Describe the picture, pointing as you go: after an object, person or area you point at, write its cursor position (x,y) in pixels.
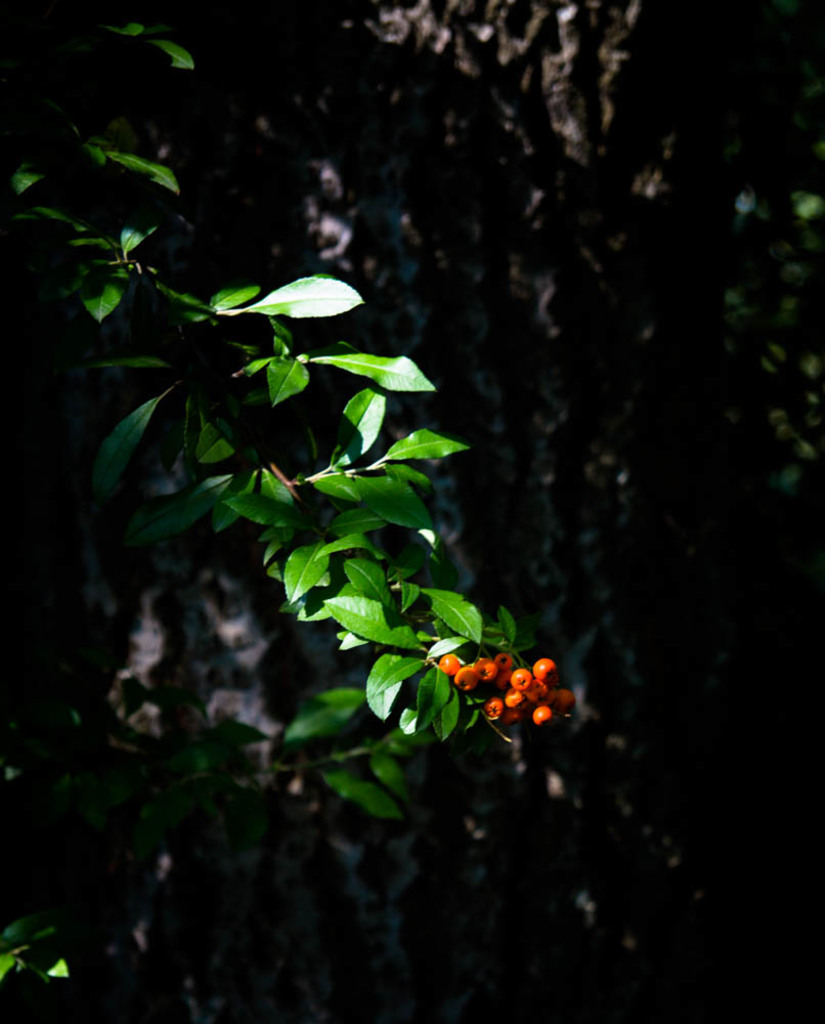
In this picture we can see berries (455,662), leaves (455,629) and in the background (457,177) it is dark.
